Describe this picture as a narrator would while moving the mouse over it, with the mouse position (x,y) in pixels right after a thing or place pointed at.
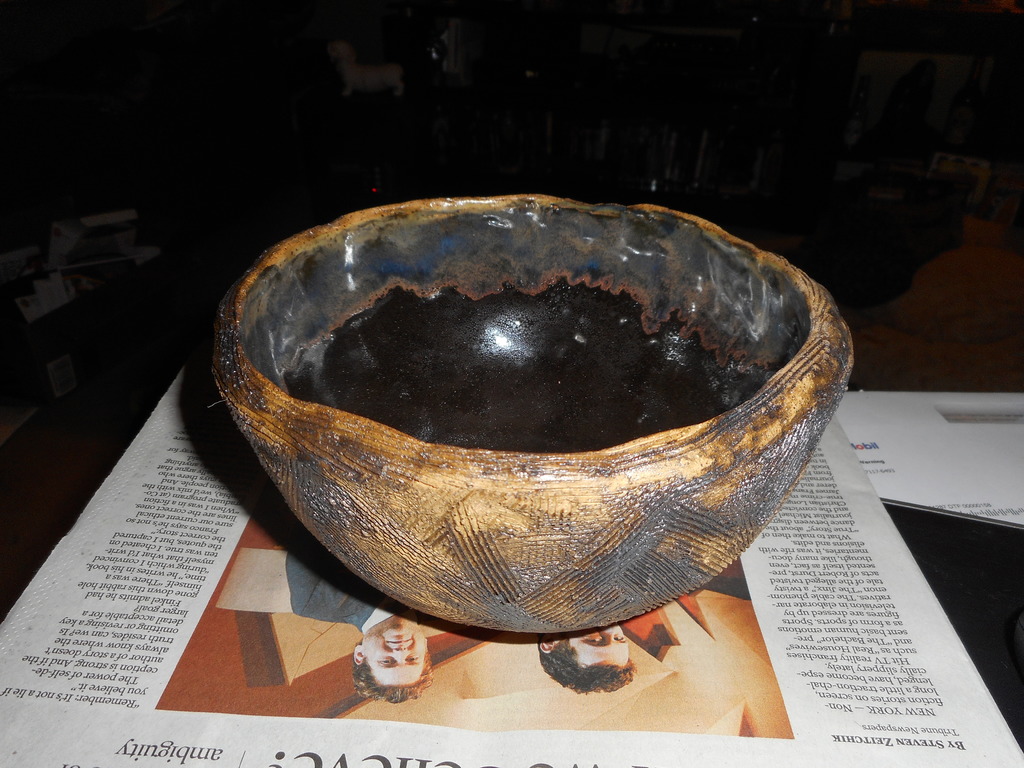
Background (883,156) portion of the picture is completely dark and we can see the few objects (450,52), it seems like a dog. This picture is mainly highlighted with a black bowl (501,541) placed on the newspaper (676,670) and we can see another paper (952,475).
